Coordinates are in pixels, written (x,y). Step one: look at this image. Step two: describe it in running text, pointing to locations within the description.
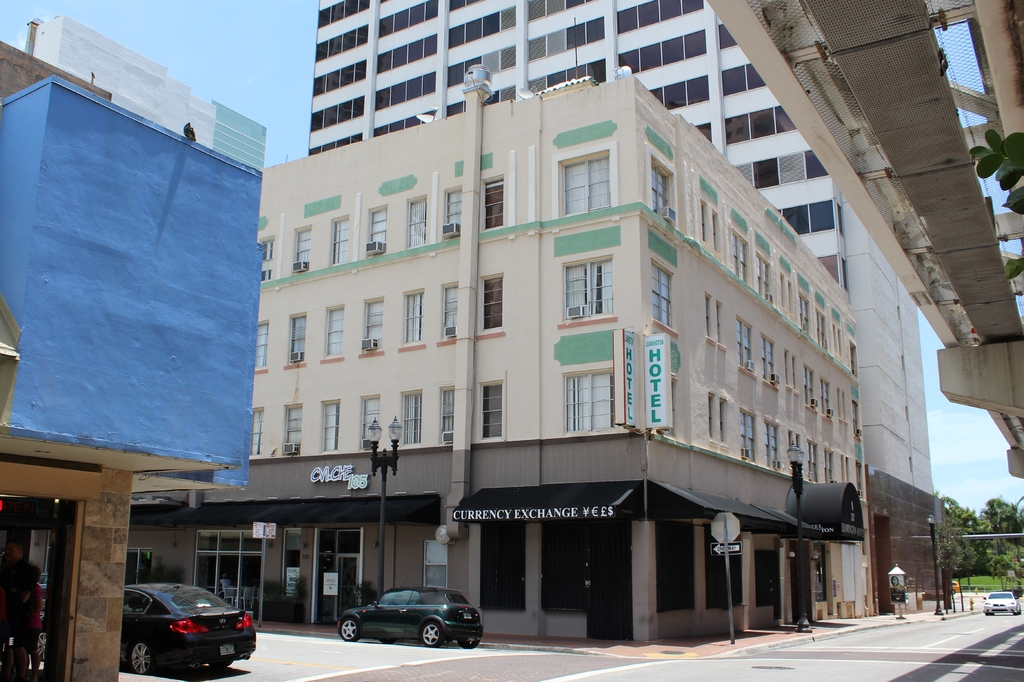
In this picture we can see some buildings (482,451) here, there are two cars (149,623) here, on the left side (17,629) there is a person (32,628) standing here, we can see a pole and lights (394,453) here, there is a board (660,390) here, we can see a hoarding (662,403) here, there is the sky (184,45) at the left top of the picture (194,34), we can see some trees (1005,549) here.
